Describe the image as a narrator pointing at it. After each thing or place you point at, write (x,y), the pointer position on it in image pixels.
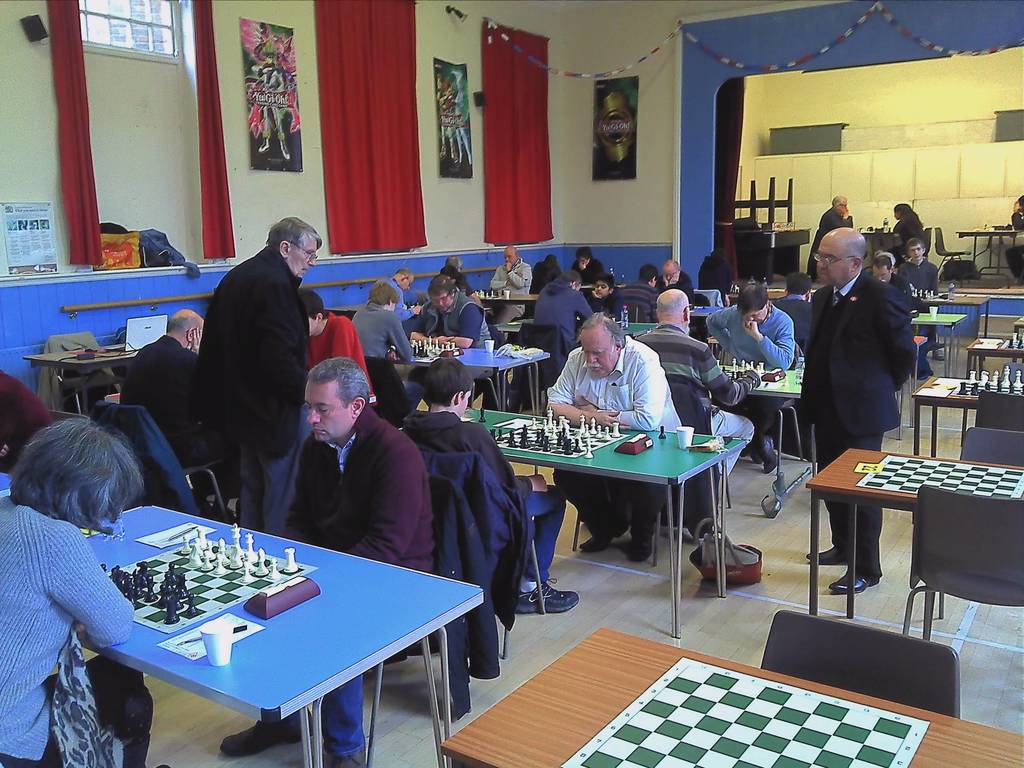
In this image it seems like there is a big hall (899,104) in which the people (823,266) are playing the chess. There is a table (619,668) on which there is a chess board (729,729) and coins (223,557) on it. On the top (501,130) there are curtains (334,117), posters (259,61), window (134,20). There is a calendar (25,221) attached to the wall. There are two people (609,413) playing the chess with each other.
